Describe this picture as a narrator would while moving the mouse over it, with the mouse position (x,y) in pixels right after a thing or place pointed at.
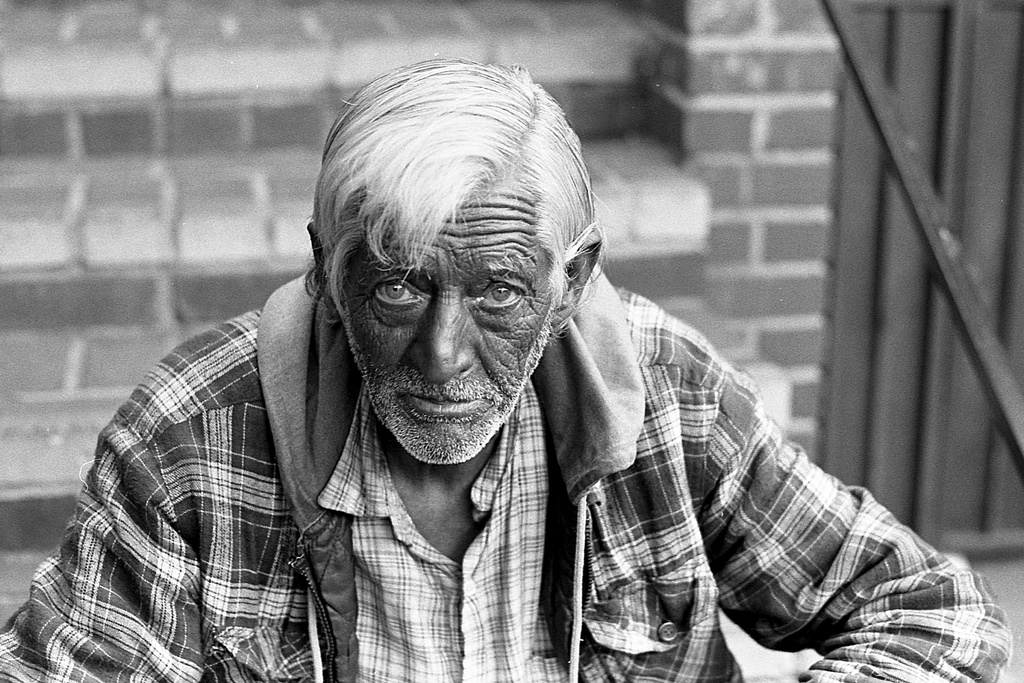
This is the black and white image. I can see a person (312,629). He wore a shirt (511,623) and jerkin (642,581). This looks like a wooden door (898,330). I think these are the stairs (161,134).
